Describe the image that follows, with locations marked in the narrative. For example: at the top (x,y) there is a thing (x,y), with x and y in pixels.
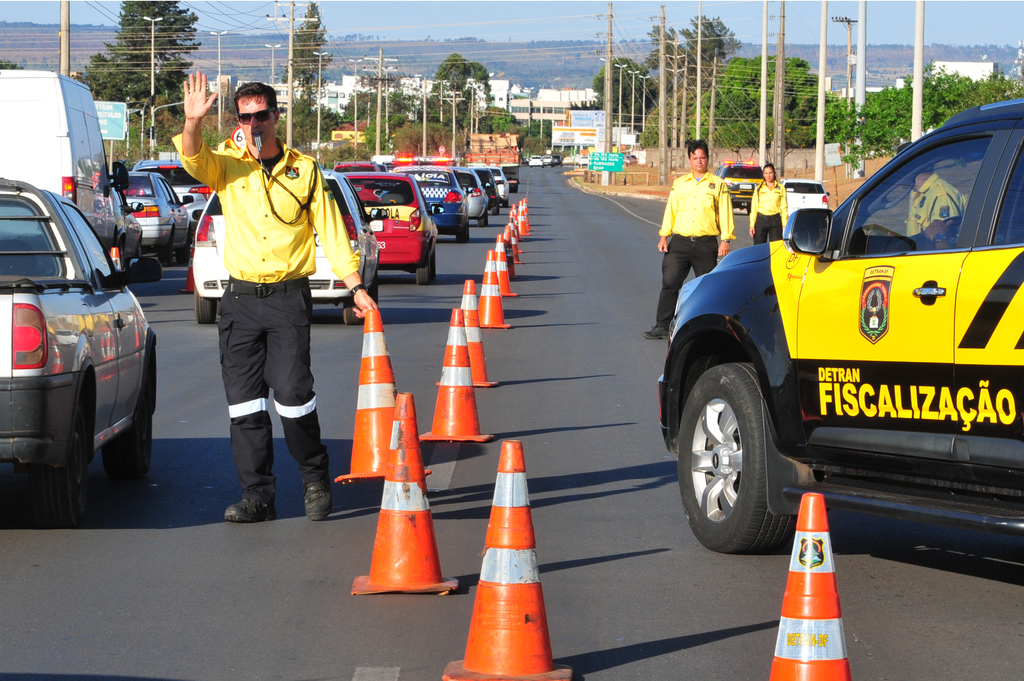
In this image I can see the traffic cones (505,512), many vehicles (767,278) and few people (357,300) are on the road (607,387). On both sides of the road (326,363) I can see the poles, boards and many trees (304,135). In the background (345,137) I can see the buildings (543,112), mountains (540,63) and the sky (566,16).
